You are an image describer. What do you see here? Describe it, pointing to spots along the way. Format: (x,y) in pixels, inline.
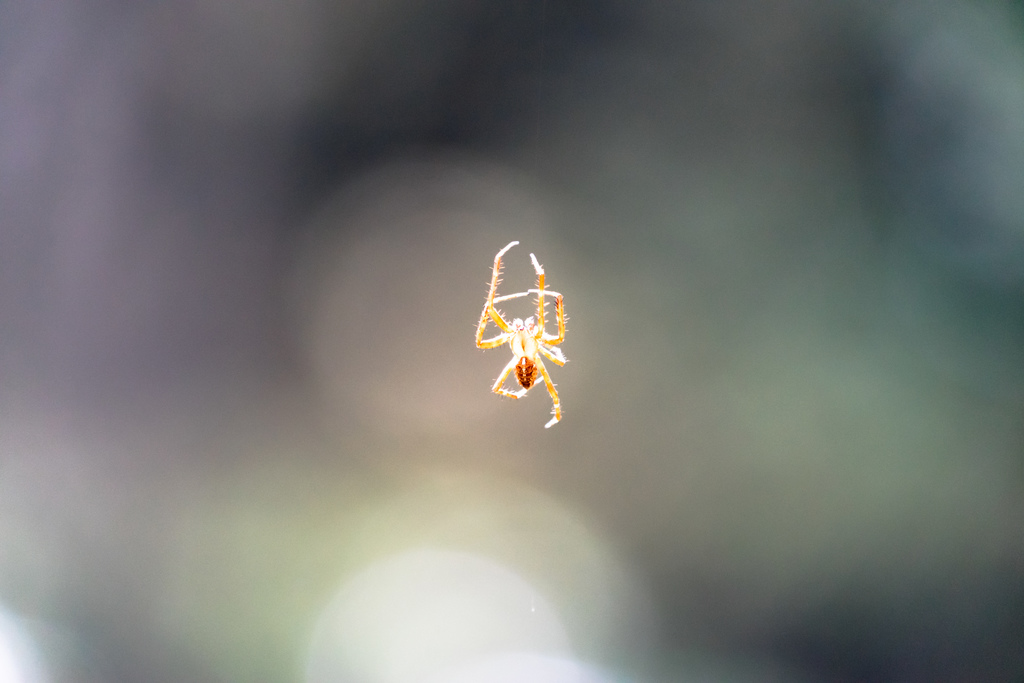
In this image we can see a spider (516,377). The background of the image (140,51) is blur.
